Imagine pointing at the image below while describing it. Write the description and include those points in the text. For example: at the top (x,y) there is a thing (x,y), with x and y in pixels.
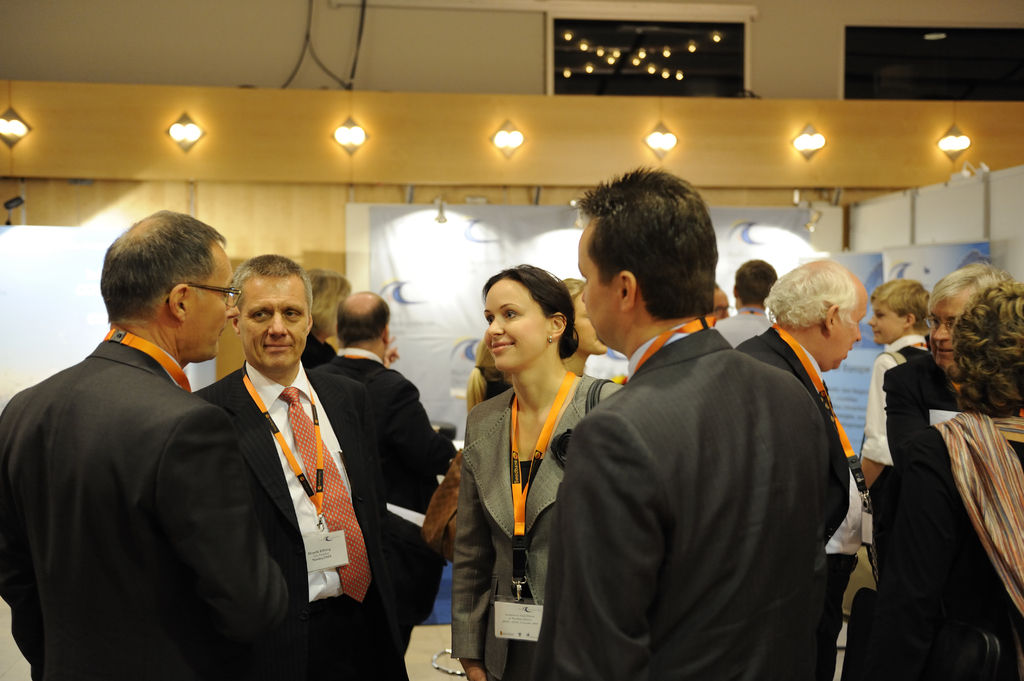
This image consists of so many persons (203,279) in the middle (568,362). There are lights (13,115) at the top (23,126). This is clicked inside a room (36,235). There are men (743,437) and women (942,487).
